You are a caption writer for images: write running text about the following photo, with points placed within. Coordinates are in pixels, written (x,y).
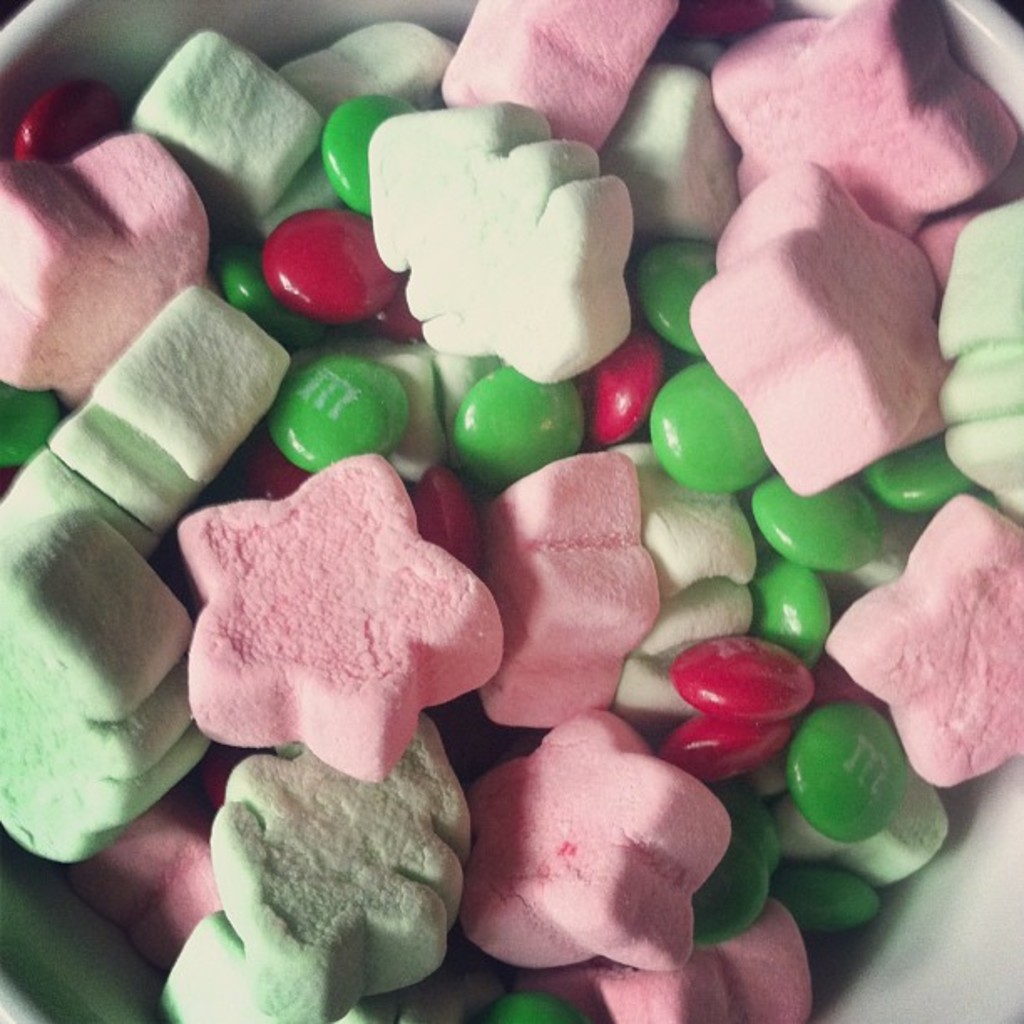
In this image in the middle (543,515), there is a bowl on that there are many candies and marshmallows (620,618).
